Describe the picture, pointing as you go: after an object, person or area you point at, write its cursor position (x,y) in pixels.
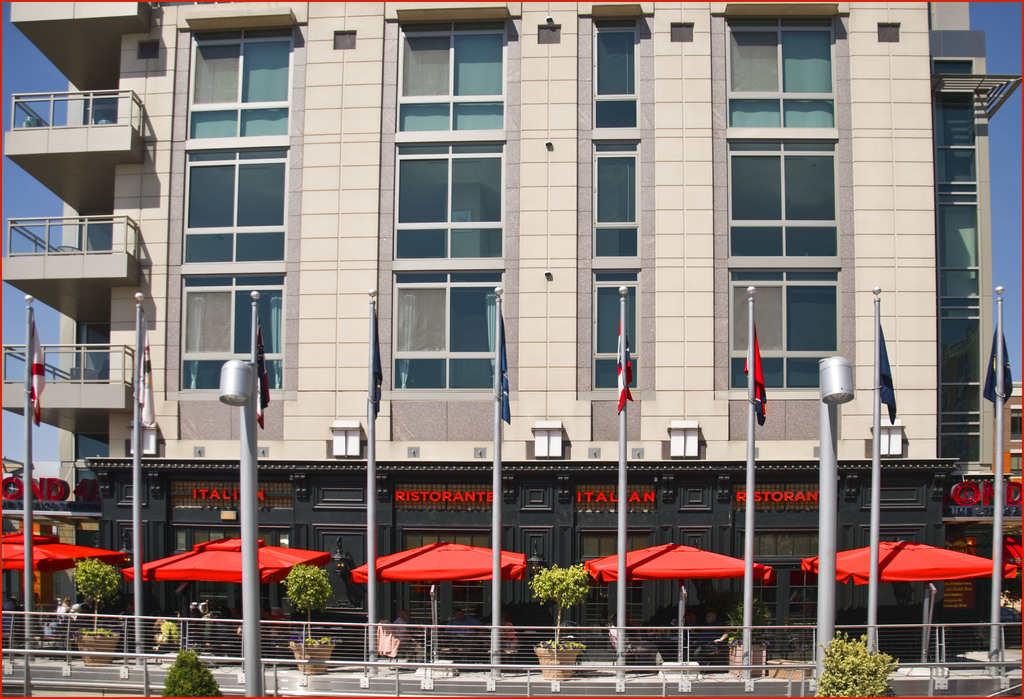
In this image we can see the building (417,195) with the glass windows (466,146). We can also see the flags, light poles (824,461), flower pots (111,634), plants (841,650) and also the barrier (302,662). We can also see the red color tents (232,553) for shelter. Sky (25,75) is also visible in this image and the image has borders (1023,127).
